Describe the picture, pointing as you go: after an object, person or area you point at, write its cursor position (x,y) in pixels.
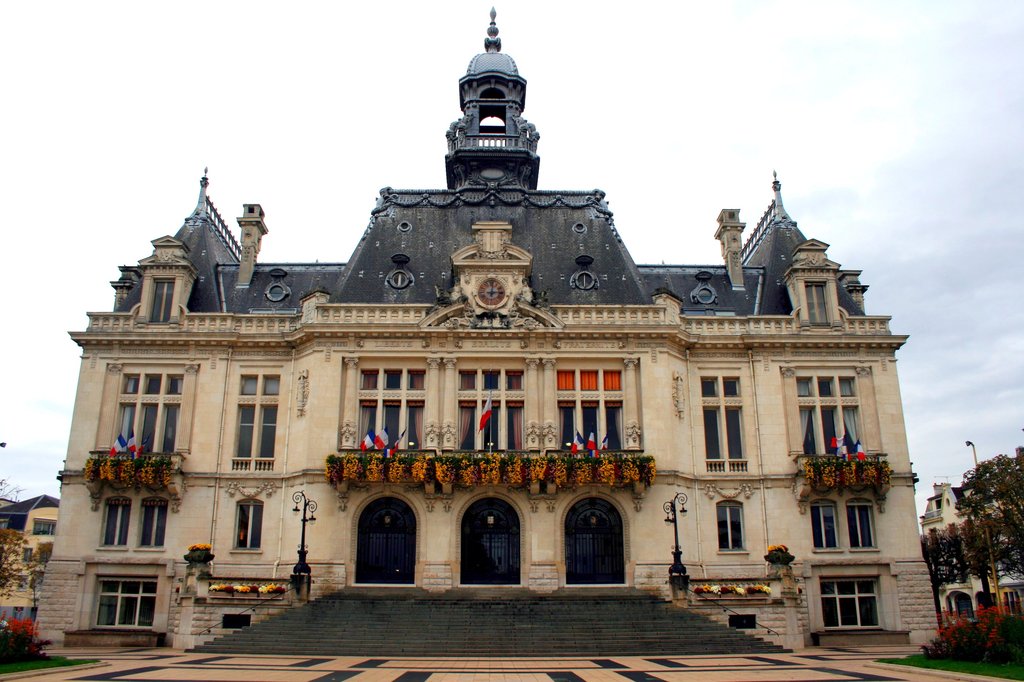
In this picture we can see a building (333,435) with windows (487,435), doors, plants (572,467) and flags (579,438). In front of the building (408,503), there are poles (672,551) and steps (444,651). On the left (19,563) and right side of the image (971,660), there are trees (6,553), grass (926,659) and buildings (45,529). At the top of the image (308,50), there is the sky (364,38).
